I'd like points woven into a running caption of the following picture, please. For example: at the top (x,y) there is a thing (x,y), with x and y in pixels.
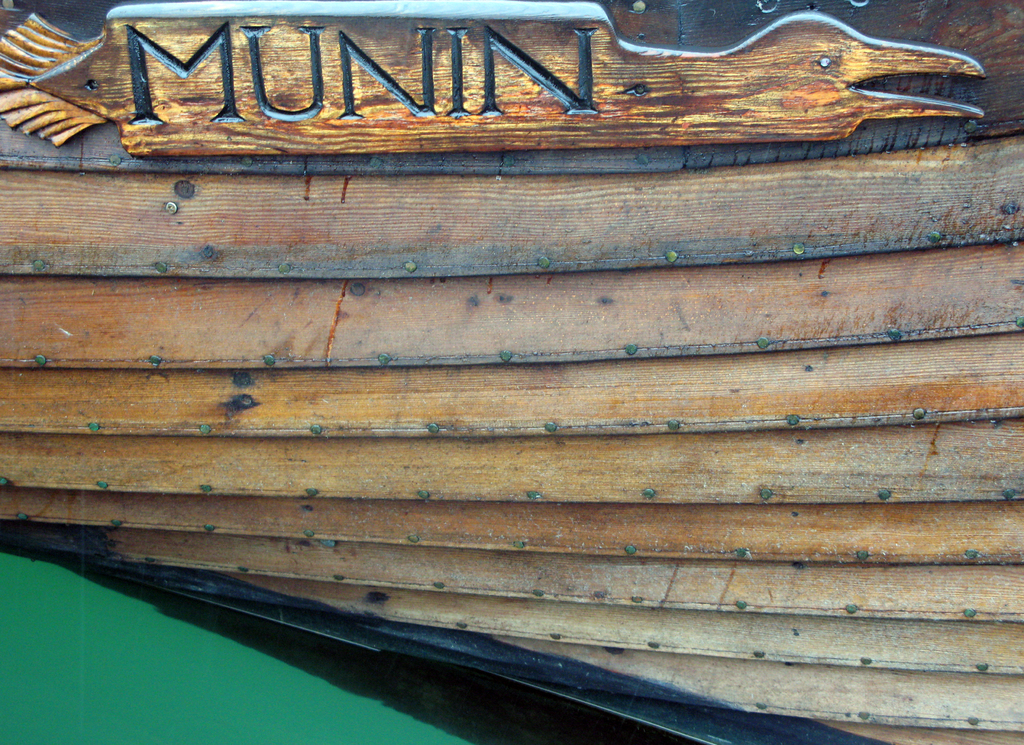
In the center of the image (489,426) we can see the wood (620,371). At the top of the image (449,122) we can see the carving (442,131) on the wood (414,76). In the bottom left corner (121,641) we can see green in color.
